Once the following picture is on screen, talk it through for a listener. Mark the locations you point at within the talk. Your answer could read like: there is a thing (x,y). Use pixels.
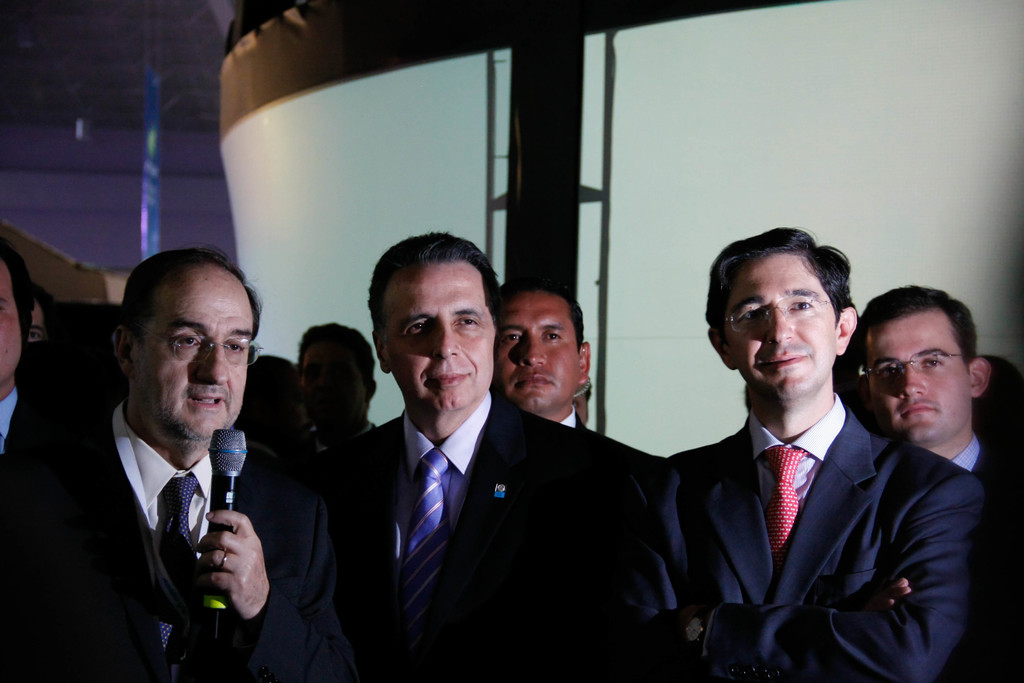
In this image I see few men (834,259), in which this man (135,643) is holding the mic (214,479) and all of them are standing.
